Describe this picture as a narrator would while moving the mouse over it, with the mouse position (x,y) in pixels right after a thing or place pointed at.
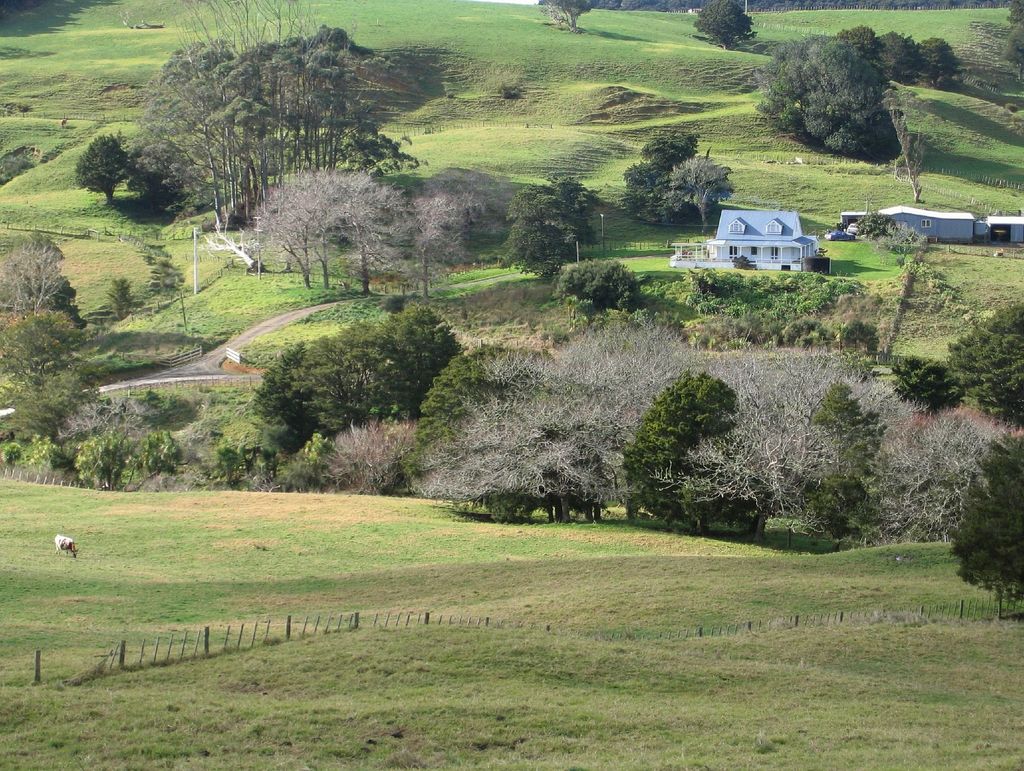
This is grass (365,555) and there are houses (795,215). Here we can see trees (824,426), poles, and a fence (960,606).
